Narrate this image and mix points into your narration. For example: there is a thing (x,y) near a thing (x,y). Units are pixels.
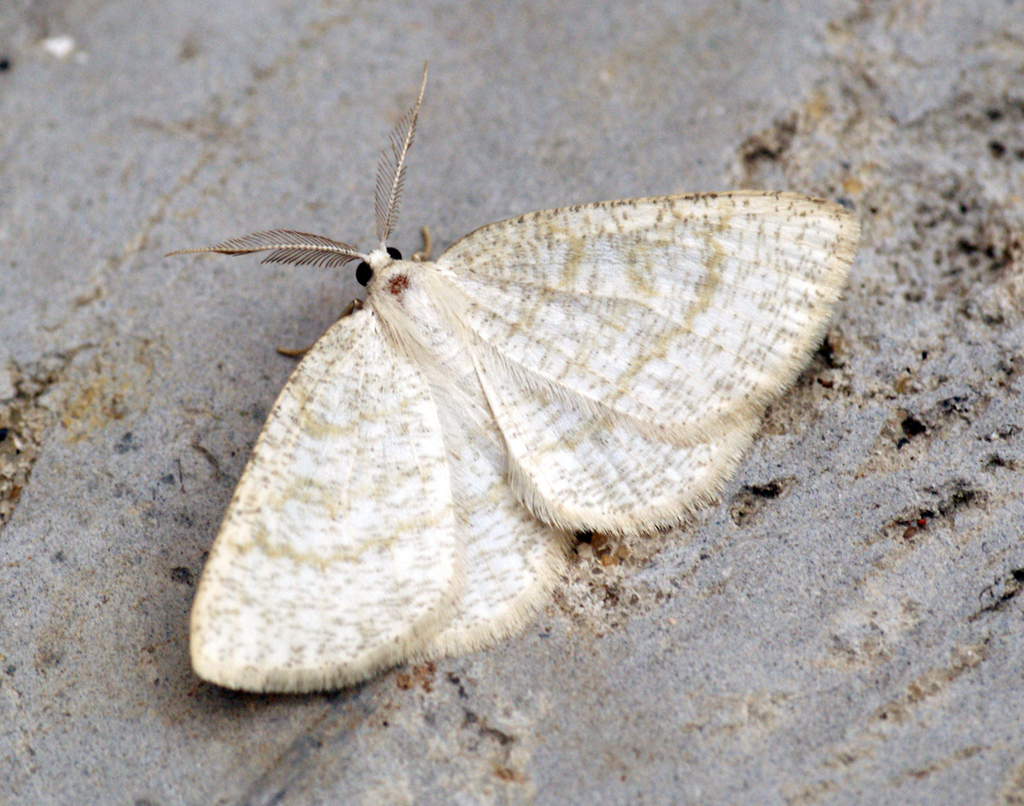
In this picture in the middle (647,424), we can see a moth (637,406) which is in white color. In the background (318,152), there is a grey surface (569,706).
